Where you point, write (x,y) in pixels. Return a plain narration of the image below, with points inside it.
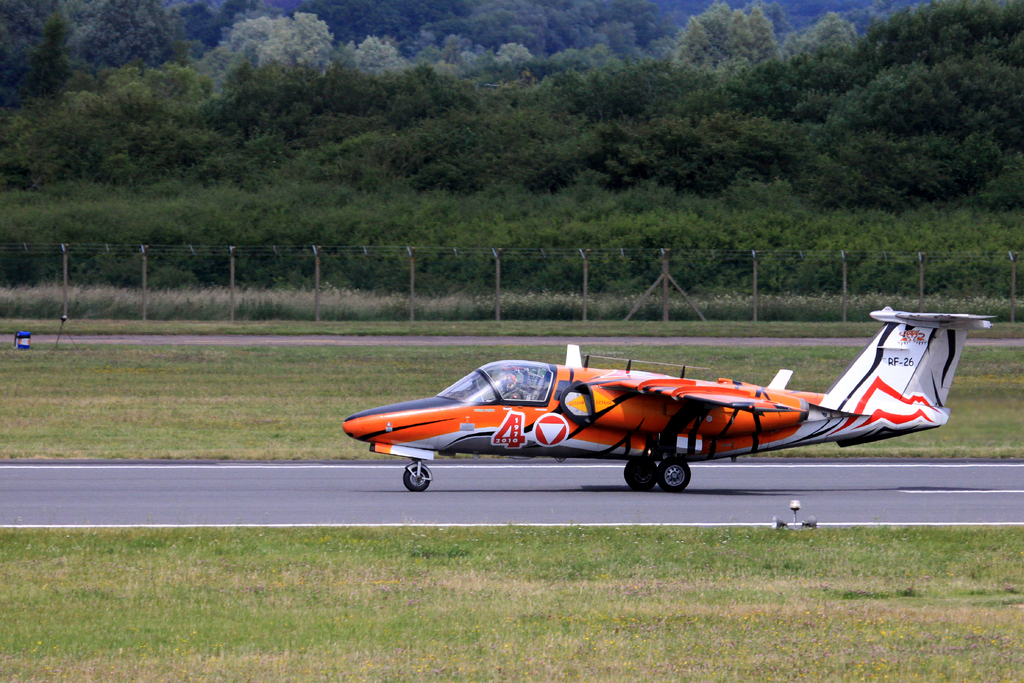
This is an outside view. In the middle of the image (529,438) there is an airplane (655,440) on the road (554,479) facing towards the left side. On both sides of the road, I can see the grass (378,591). In the background (189,304) there is a fencing (705,319) and also I can see many trees (374,109).
